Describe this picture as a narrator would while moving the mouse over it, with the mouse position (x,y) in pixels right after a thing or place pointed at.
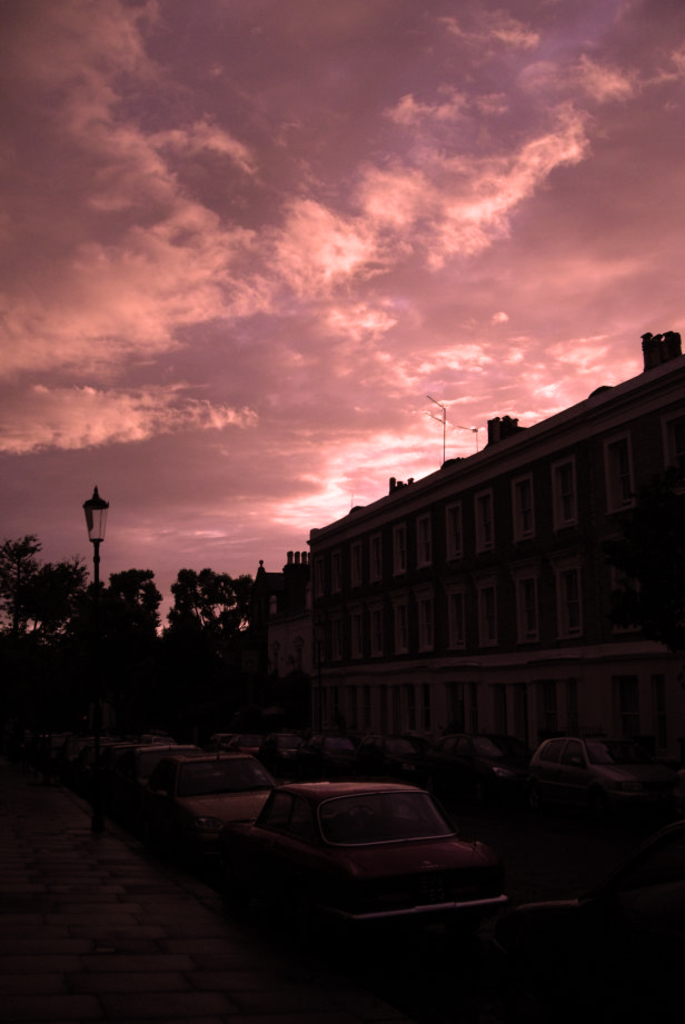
In this image there are buildings (377,667), in front of the buildings (489,664) there are a few vehicles (377,825) parked, street light (99,820), trees (128,671) and in the background (245,367) there is the sky (245,367).
